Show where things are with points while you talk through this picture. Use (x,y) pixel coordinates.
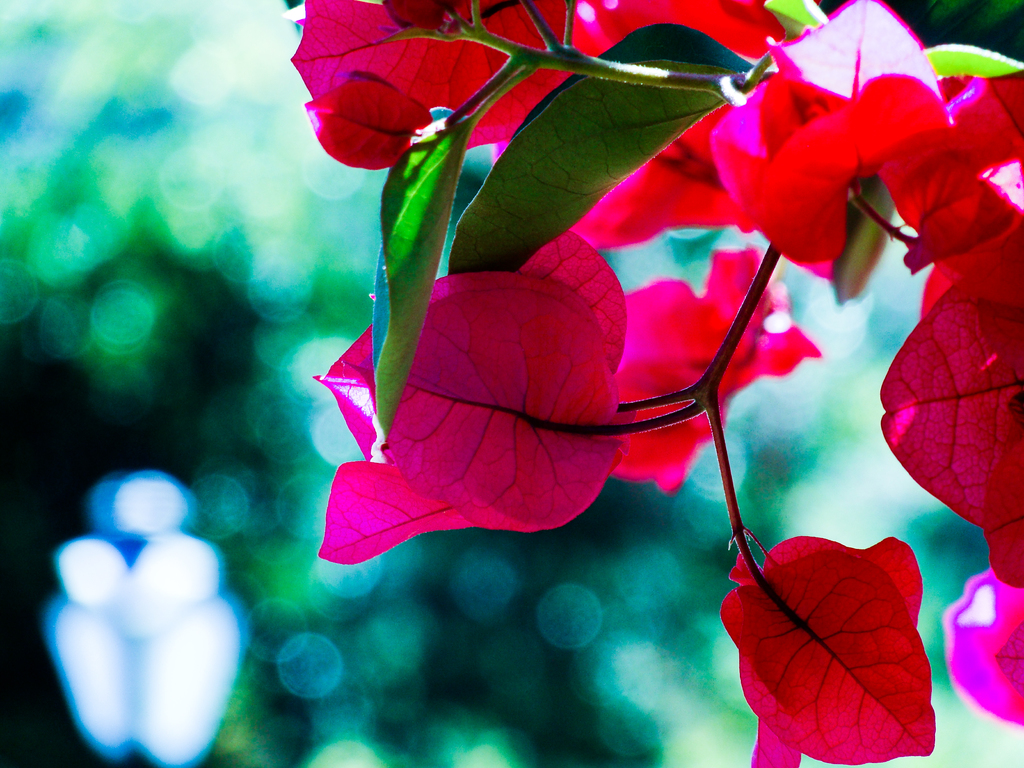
This image consists of a plant (756,123). To which we can see leaves (820,634) in pink color. The background (450,666) is blurred. In the middle (423,302), there are green leaves (393,223).
